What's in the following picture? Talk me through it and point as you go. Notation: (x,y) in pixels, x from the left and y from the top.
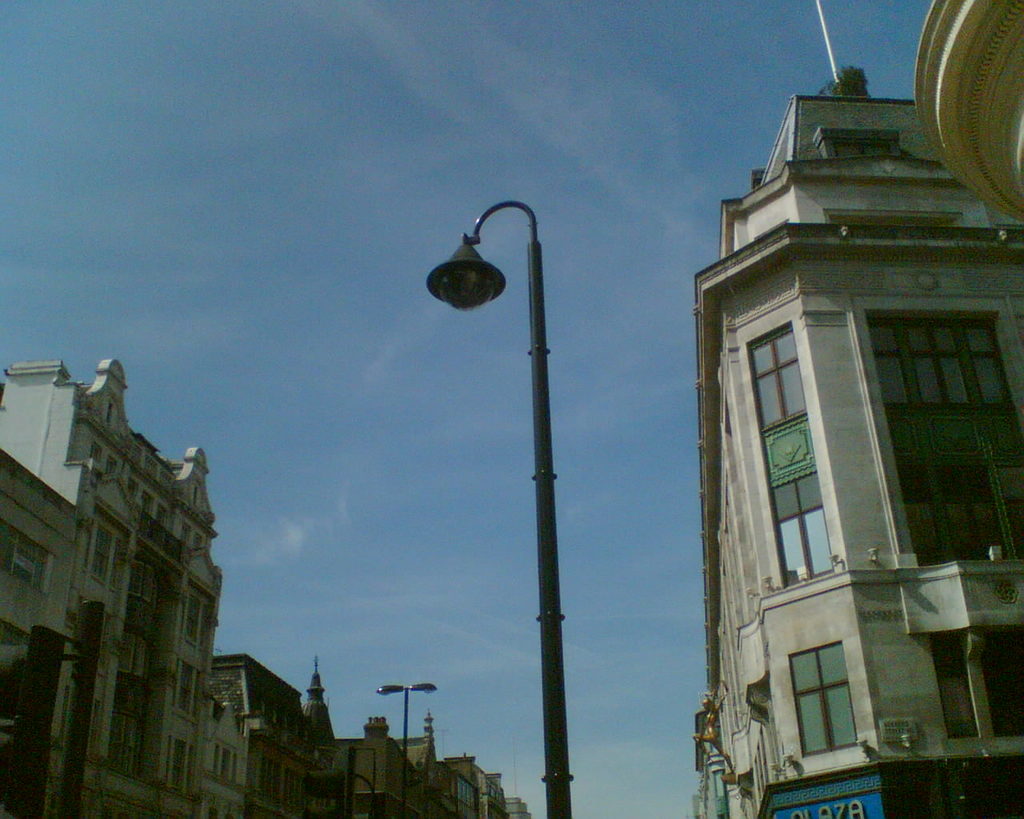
This picture is clicked outside. In the center (548,498) we can see the lights (449,300) are attached to the poles (566,816) and we can see the buildings (392,775) and the windows (980,386) of the buildings (130,623). In the background (633,190) there is a sky (205,416).
